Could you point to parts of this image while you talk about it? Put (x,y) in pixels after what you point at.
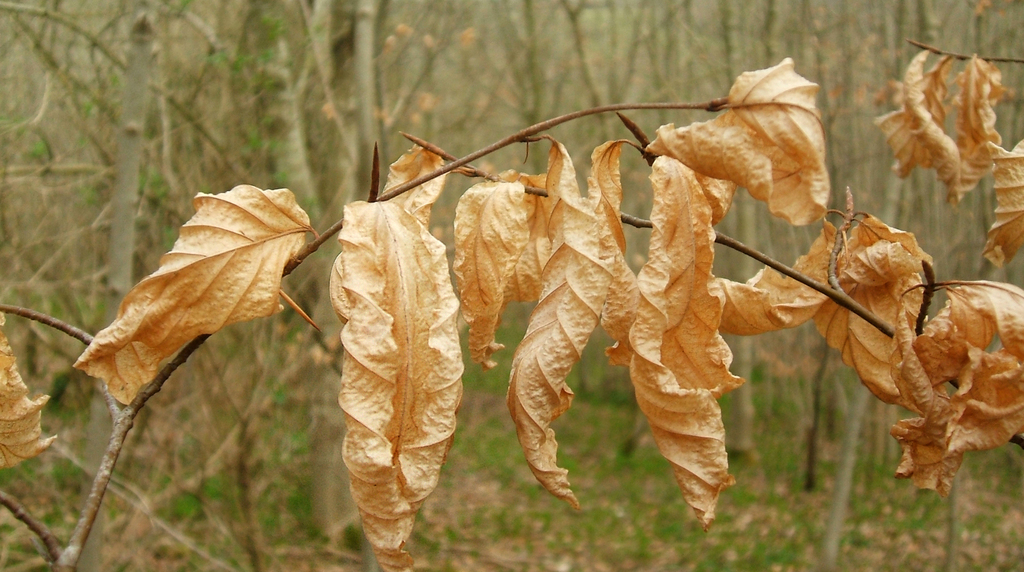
In this image, we can see a stem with leaves (410,208) and in the background (138,93), there are trees (321,264).
